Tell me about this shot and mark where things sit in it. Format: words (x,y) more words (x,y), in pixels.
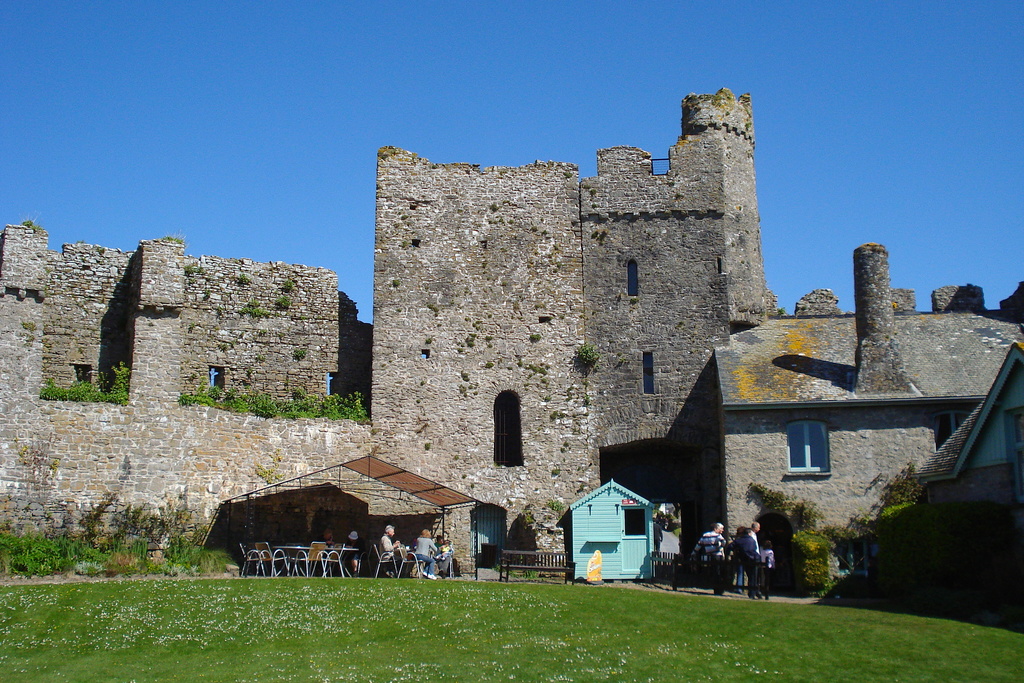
In this image there is a garden (508,593), in the background (291,574) there are chairs (321,561), few people (352,560) are sitting on chairs (416,557) and there is a fort (397,218) and the blue sky (529,119).
